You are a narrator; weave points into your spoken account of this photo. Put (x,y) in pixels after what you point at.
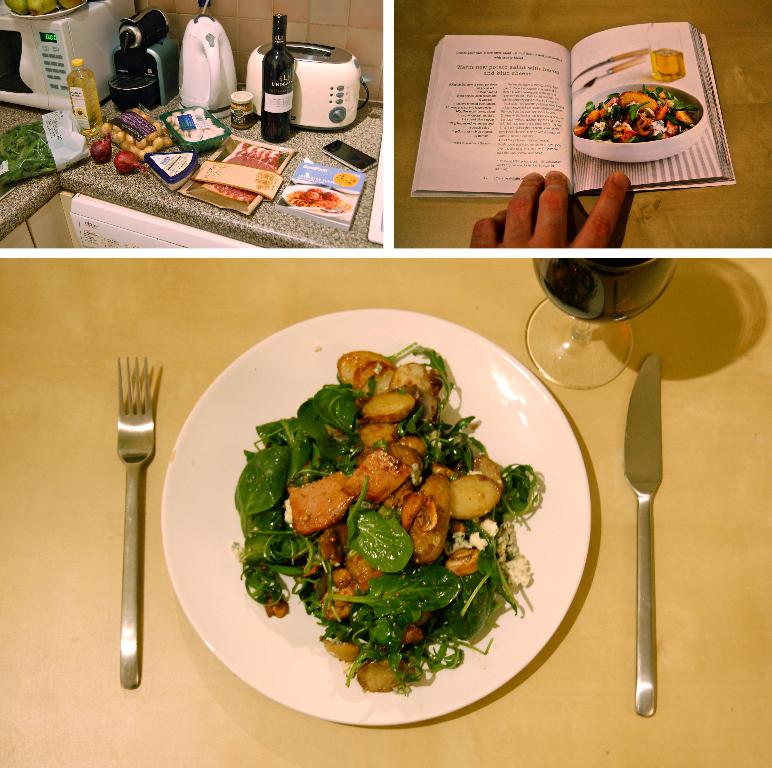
This is a collage image. I can see a plate (400,698) with a food item (395,512), knife (640,505), fork (140,490) and wine glass (563,311) on the table (72,557). At the top right side of the image (532,173), I can see the fingers (516,208) of a person (536,232) and a book (556,102) on a wooden board (758,159). At the top left side of the image (157,127), there is a micro oven (71,67), toaster (319,75), bottles (275,72), vegetables (93,153), book (313,198), mobile phone (344,158) and few other things (162,118) on an object (176,203).
